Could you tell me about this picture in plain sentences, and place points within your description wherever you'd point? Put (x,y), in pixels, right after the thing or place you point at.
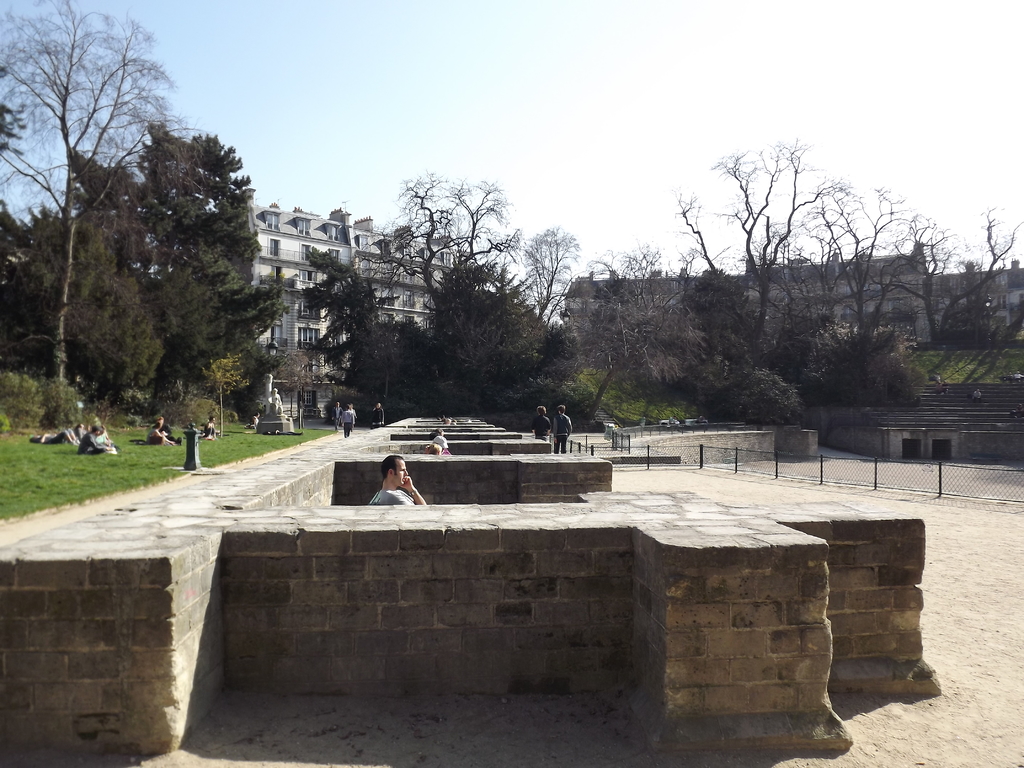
This picture is clicked outside. In the center (393,477) we can see the group of persons (350,433), we can see some cement objects (460,540). On the right (1005,498) we can see the mesh (730,457), metal rods (774,472). On the left (95,432) we can see the group of persons (169,428) sitting on the green grass (221,441) and we can see the sculpture of some objects (280,403). In the background (309,221) we can see the sky (312,55), buildings (399,306), trees (651,335), plants (208,398) and many other objects (641,421).
